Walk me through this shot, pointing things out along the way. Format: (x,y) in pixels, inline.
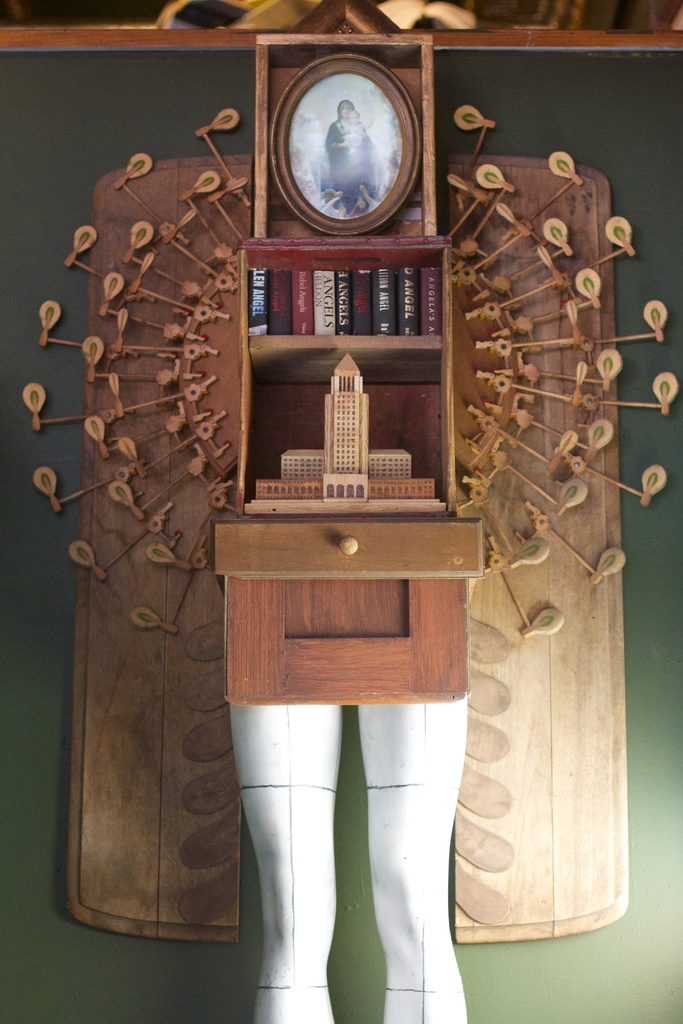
In this image there are few books (364,319), a frame (311,202) and some other objects (327,440) on the shelves (312,414), there is a white color object (315,804), and decorative object (512,459) attached to the shelf (378,337).
